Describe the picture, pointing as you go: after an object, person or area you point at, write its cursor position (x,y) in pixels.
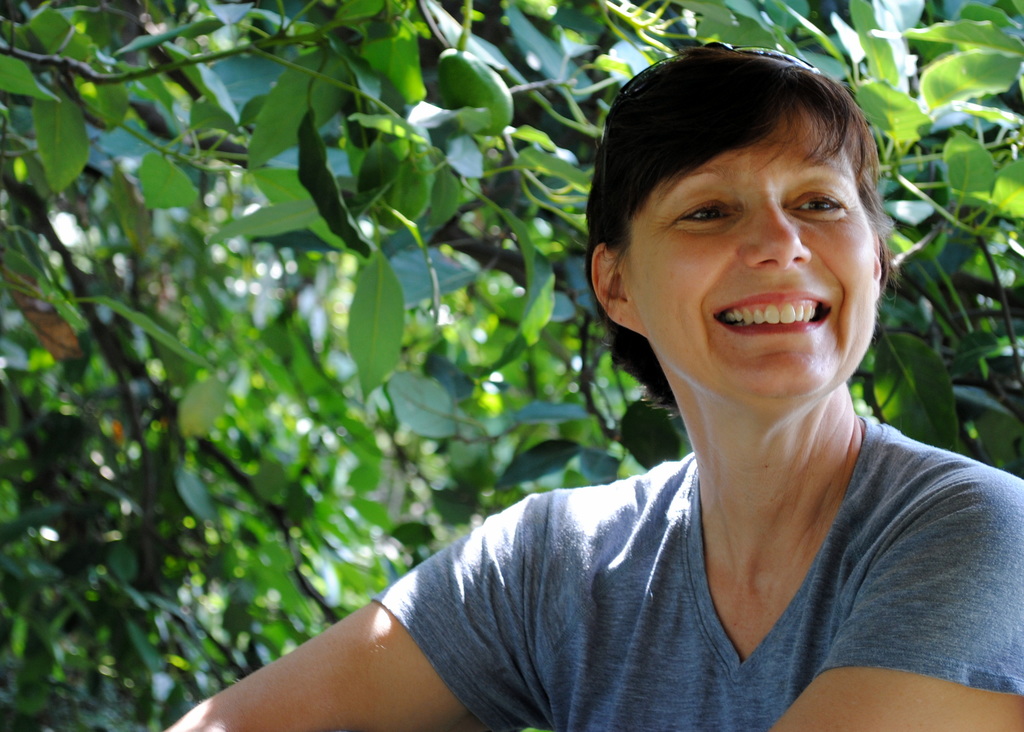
There is a woman (795,200) smiling. In the background (998,277) we can see green leaves (896,128) and stems (985,278).
